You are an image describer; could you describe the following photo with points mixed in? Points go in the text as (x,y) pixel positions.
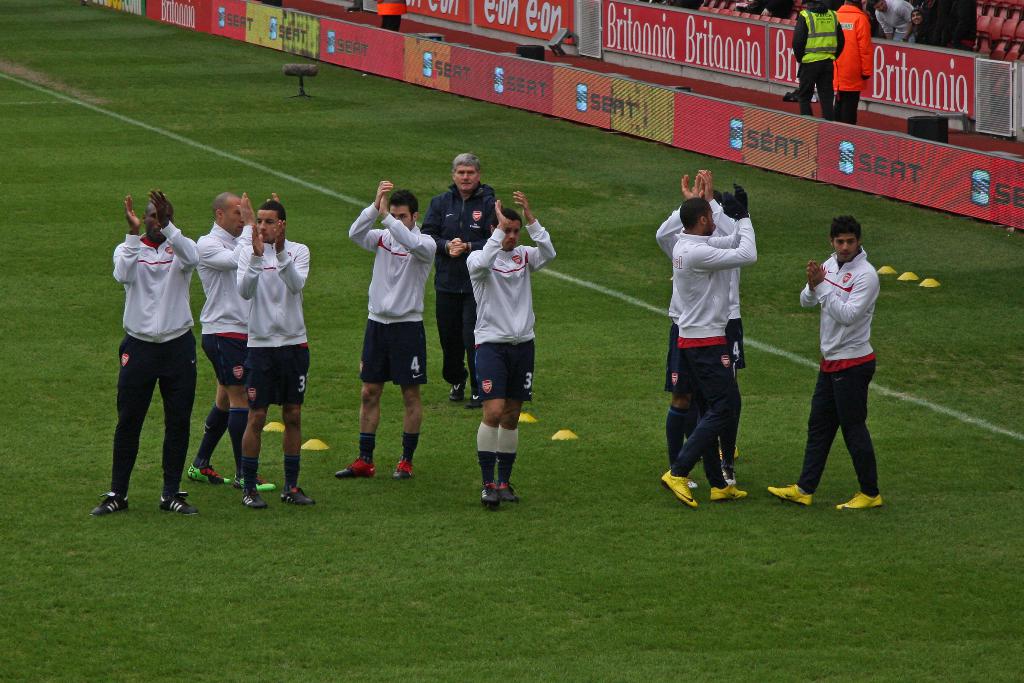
In this picture, we see nine men (353,239) are standing and all of them are clapping their hands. At the bottom of the picture (406,547), we see grass (686,636). Behind them, we see red color boards (449,61) with some text (445,74) written on it. We see two men (804,55) in green jacket (827,17) and orange jacket (850,49) are standing. This picture might be clicked in the football field (462,587).
